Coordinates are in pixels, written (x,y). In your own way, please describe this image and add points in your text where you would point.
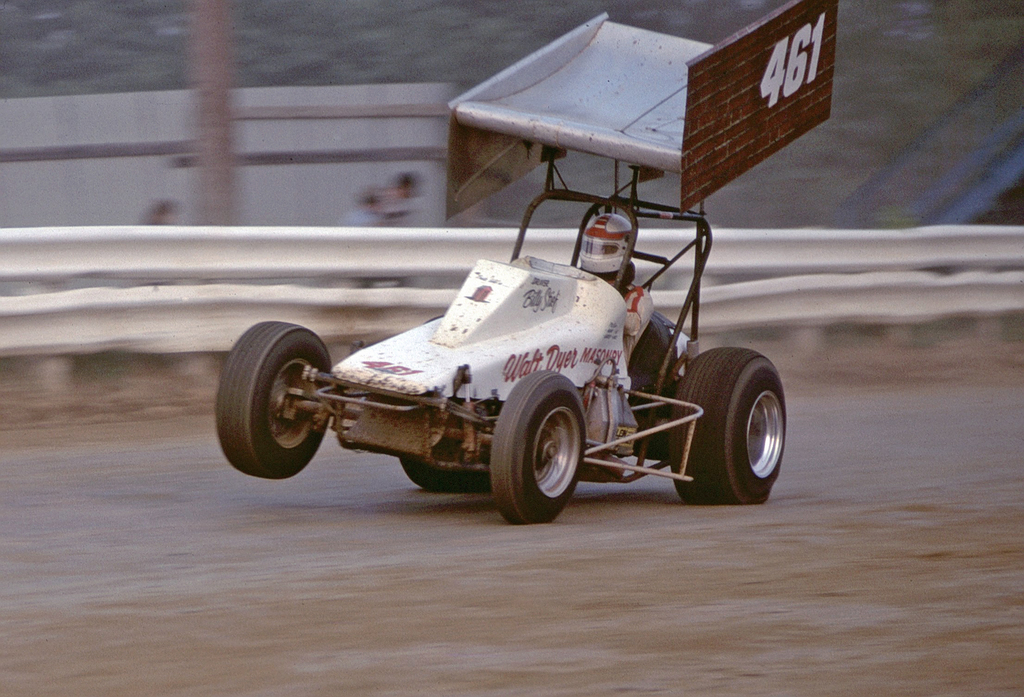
In this image we can see a person (593,251) driving a vehicle (614,400). On the vehicle (448,350) we can see some text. Behind the vehicle (683,153) we can see a barrier (125,315). The background of the image (145,102) is blurred.
